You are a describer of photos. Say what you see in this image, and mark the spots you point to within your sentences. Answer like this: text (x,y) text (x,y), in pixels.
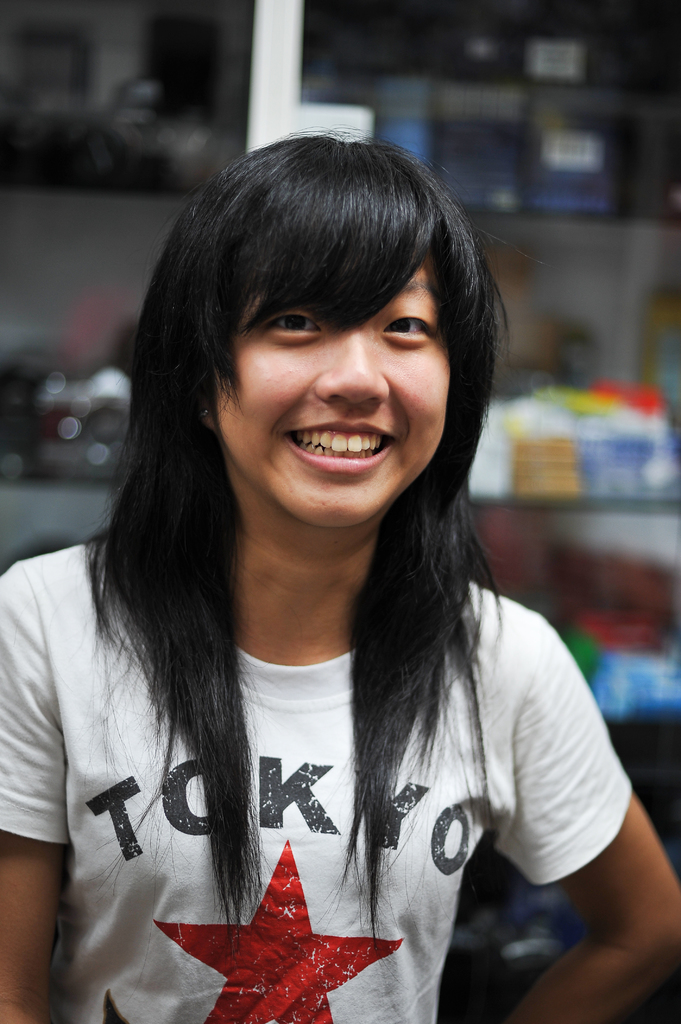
As we can see in the image in the front (202,655) there is a woman (307,360) wearing white color t shirt (325,774). In the background (668,507) there are shelves (517,211) and the background (555,94) is little blurred.
